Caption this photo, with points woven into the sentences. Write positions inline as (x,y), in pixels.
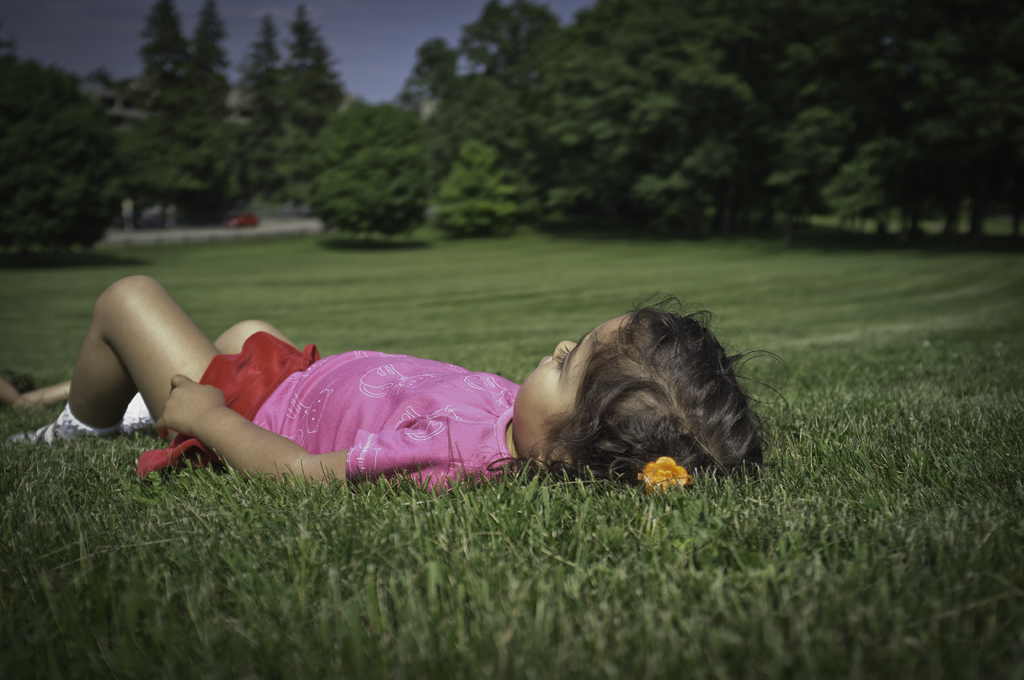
In the foreground of this image (598,468), there is a girl (466,475) lying on the grass (466,548). In the background (588,129), there are trees (418,123), a vehicle (237,222) on the road (298,229) and the sky (368,50).
